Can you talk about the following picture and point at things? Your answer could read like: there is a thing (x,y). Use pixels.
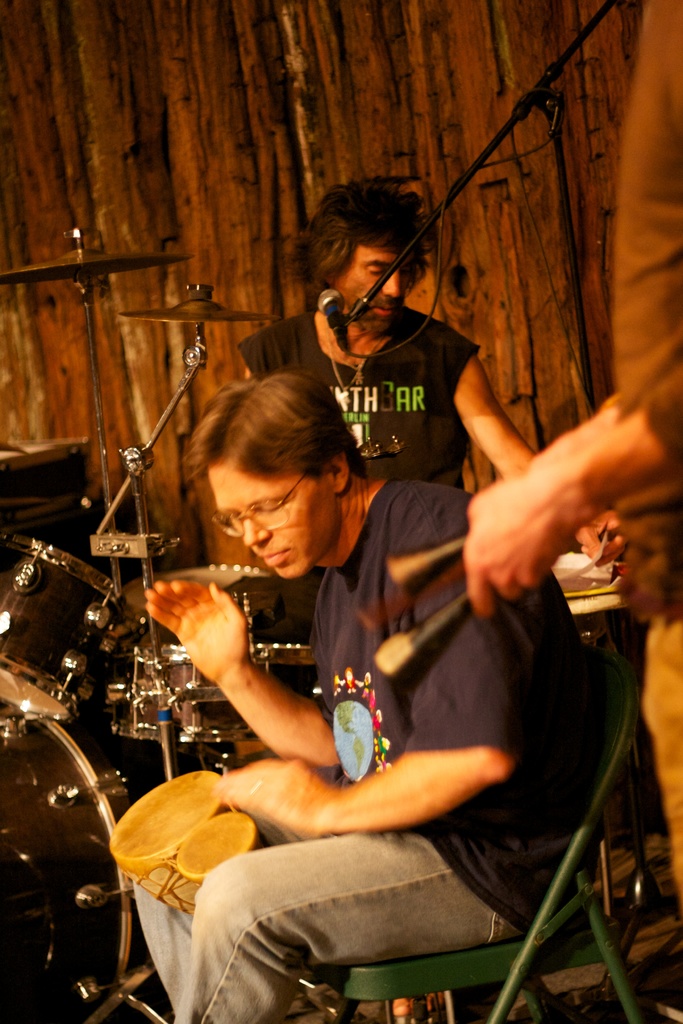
In this picture we can see two persons (354,808) sitting on the chairs (510,955). These are some musical instruments (143,568) and this is mike (337,333).
